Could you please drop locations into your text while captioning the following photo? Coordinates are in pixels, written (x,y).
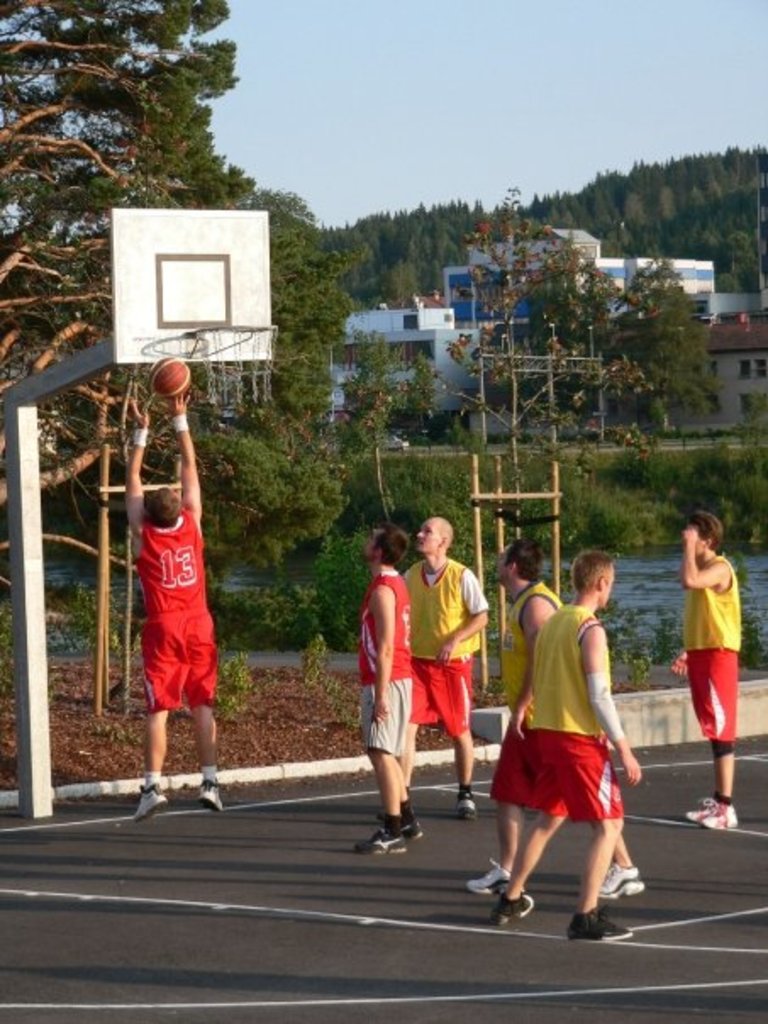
In the center of the image (387,557) a group of people (397,548) are standing. In the background of the image (416,417) we can see the trees (678,322), building (430,314) are present. On the left side of the image (186,301) basketball hoop (140,319) is there. At the bottom of the image (233,943) ground (240,911) is present. In the middle of the image (309,552) water (620,564) is there. At the top of the image (585,90) sky (513,159) is present.
